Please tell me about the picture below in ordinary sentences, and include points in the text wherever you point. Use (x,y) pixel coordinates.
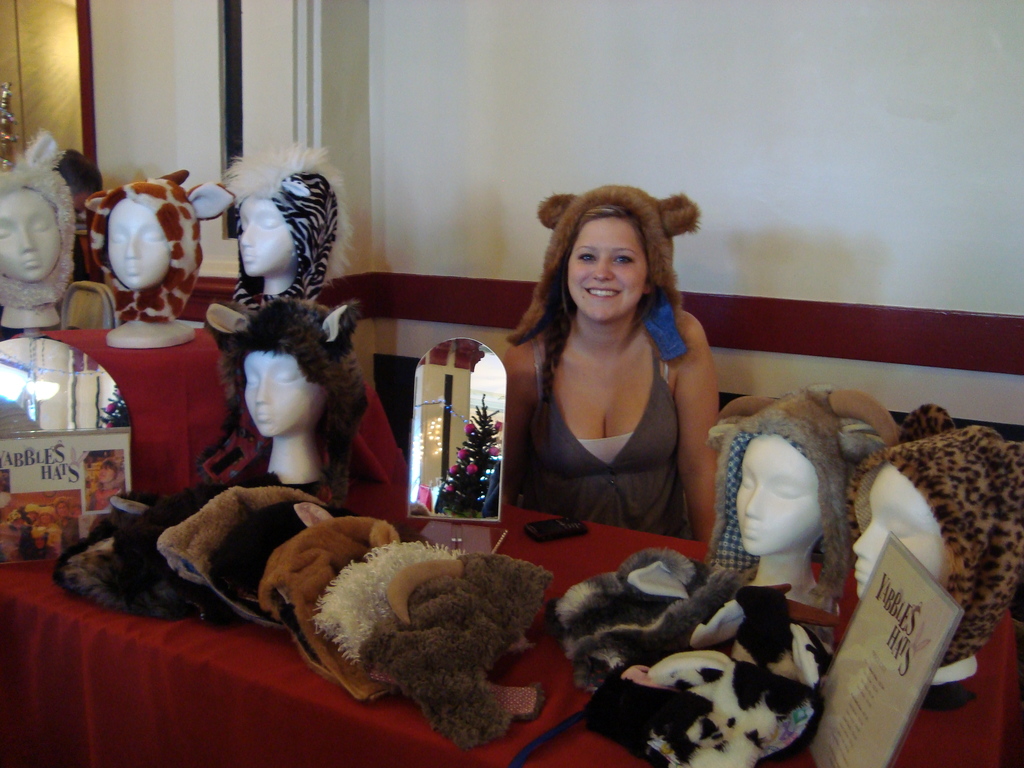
In this picture we can see a woman (627,305) smiling. In front of her we can see clothes (297,617), mobile (575,532), name boards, mirror (502,489) and mannequin heads (305,478). In the background (136,173) we can see the wall (106,151).
